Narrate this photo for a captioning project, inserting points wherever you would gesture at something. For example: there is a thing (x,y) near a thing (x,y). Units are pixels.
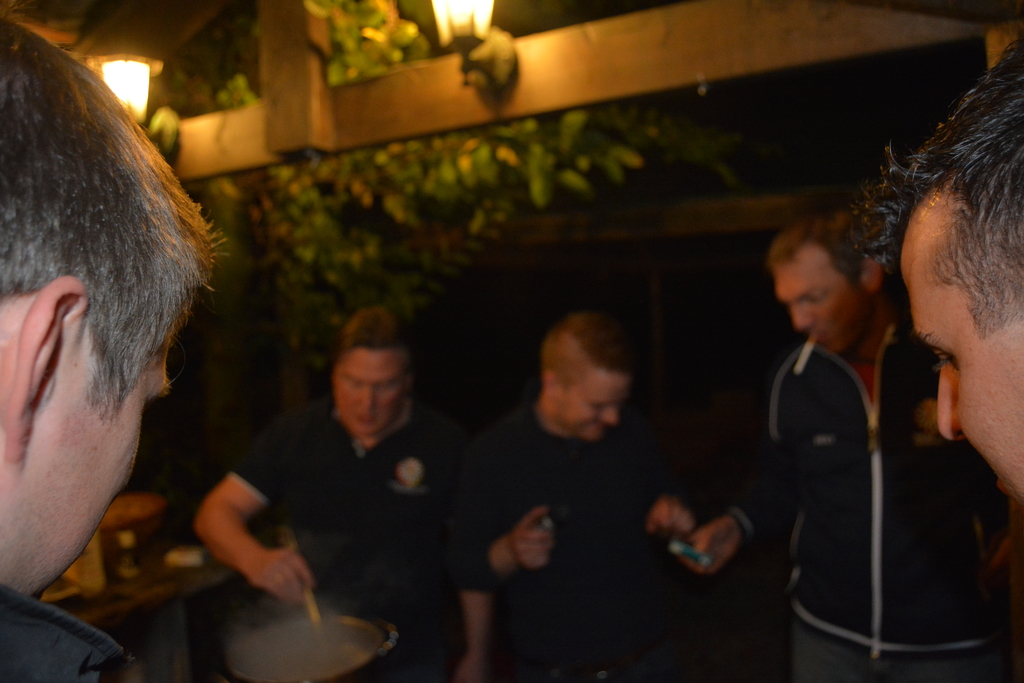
In this image there are people (610,617) standing at the top (458,78) there is a ceiling (728,5), lights (488,38) and plants (398,189).
